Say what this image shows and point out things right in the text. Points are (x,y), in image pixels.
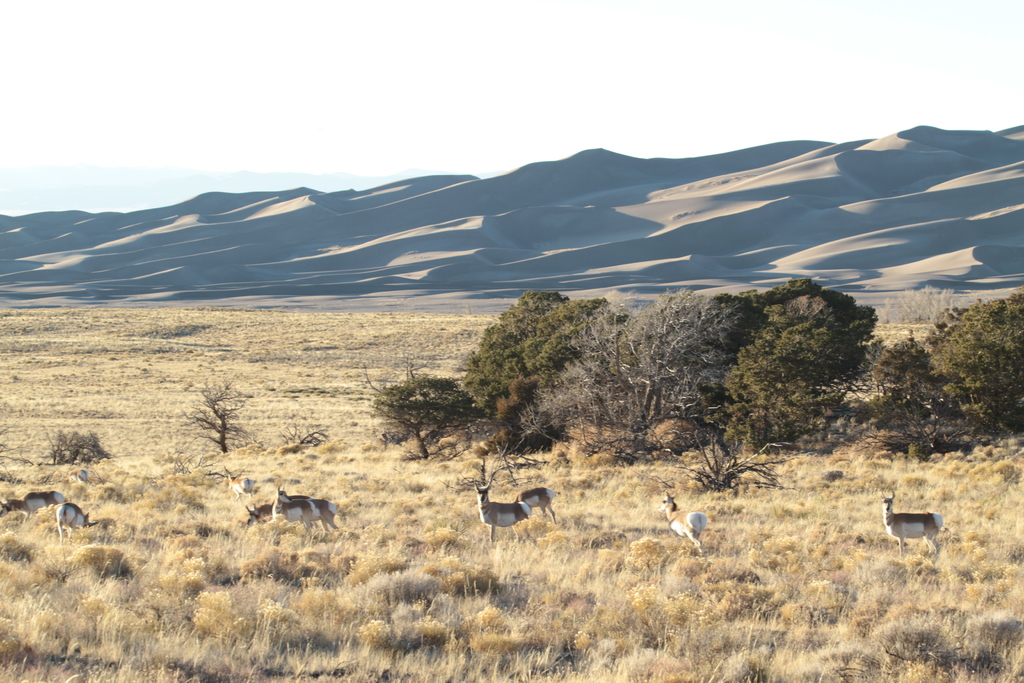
In this image, we can see some animals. We can see the ground (411,589) covered with grass (286,450), plants (286,450) and trees (551,356). We can see some hills (564,170) and we can see the sky (570,147).
